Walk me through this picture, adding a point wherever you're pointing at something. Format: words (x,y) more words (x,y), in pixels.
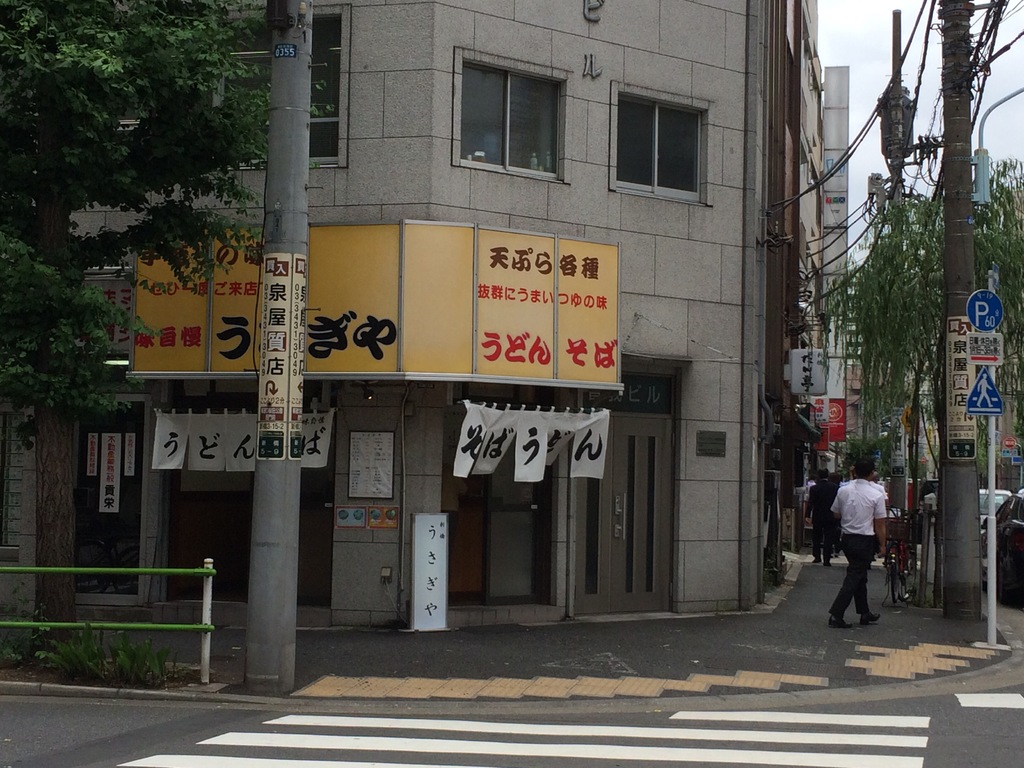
In this image in the center (521,397) there is a building (734,423), and on the right side (966,285) there are some trees (904,353), poles (965,215), wires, boards (956,403) and some persons (859,513) are walking and some vehicles (985,524). At the bottom (773,659) there is road (253,707), railing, plants (131,665) and some boards (357,466). On the boards (325,359) there is text (239,314) and on the left side (96,327) there are trees (101,348).
